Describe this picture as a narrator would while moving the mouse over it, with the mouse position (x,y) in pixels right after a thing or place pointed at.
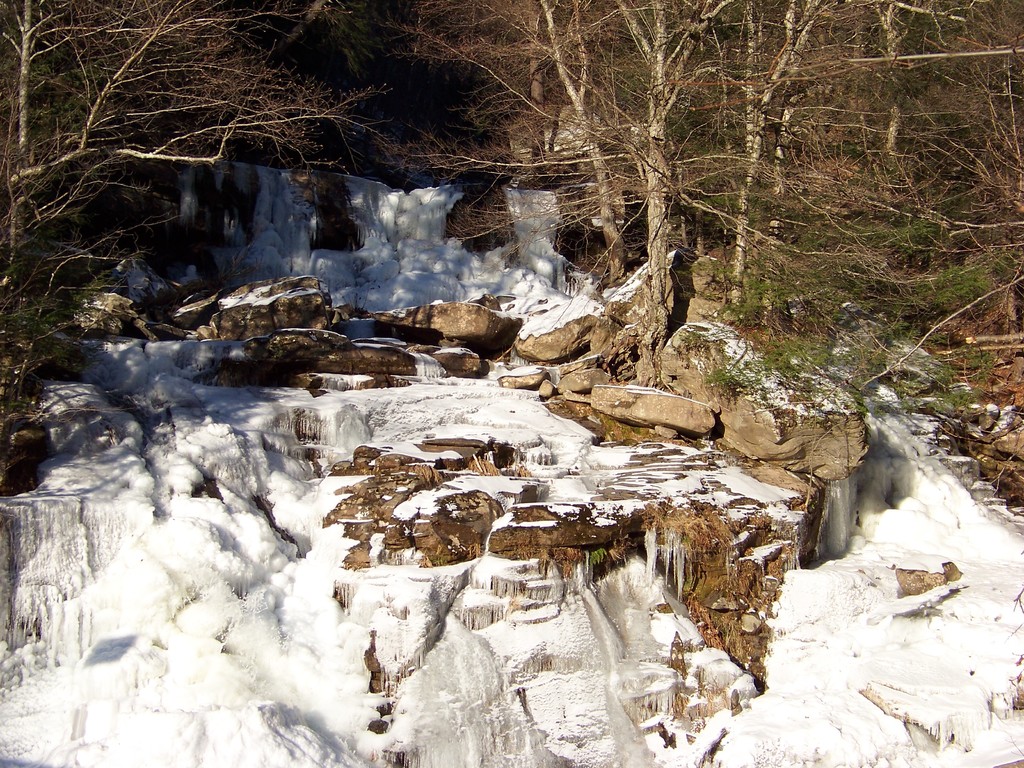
In this image we can see snow (536,418), rocks (401,346), and trees (627,112).
